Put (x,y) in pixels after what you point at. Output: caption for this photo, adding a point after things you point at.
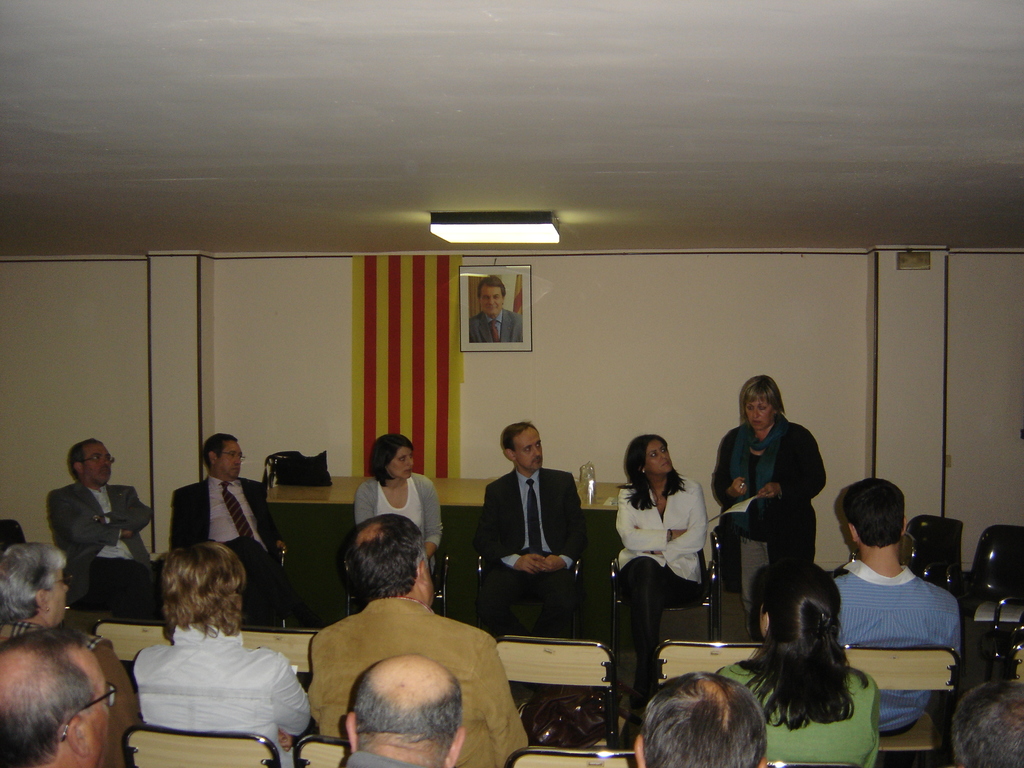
This image is taken from inside. In this image we can see there are a few people (468,717) sitting on chairs (941,680), in front of them there are other few people (644,509) sitting on chairs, back of them there is a table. On the table (605,492) there are few objects (591,472). In the background (530,339) there is a photo frame (524,326) attached to the wall (720,364).
